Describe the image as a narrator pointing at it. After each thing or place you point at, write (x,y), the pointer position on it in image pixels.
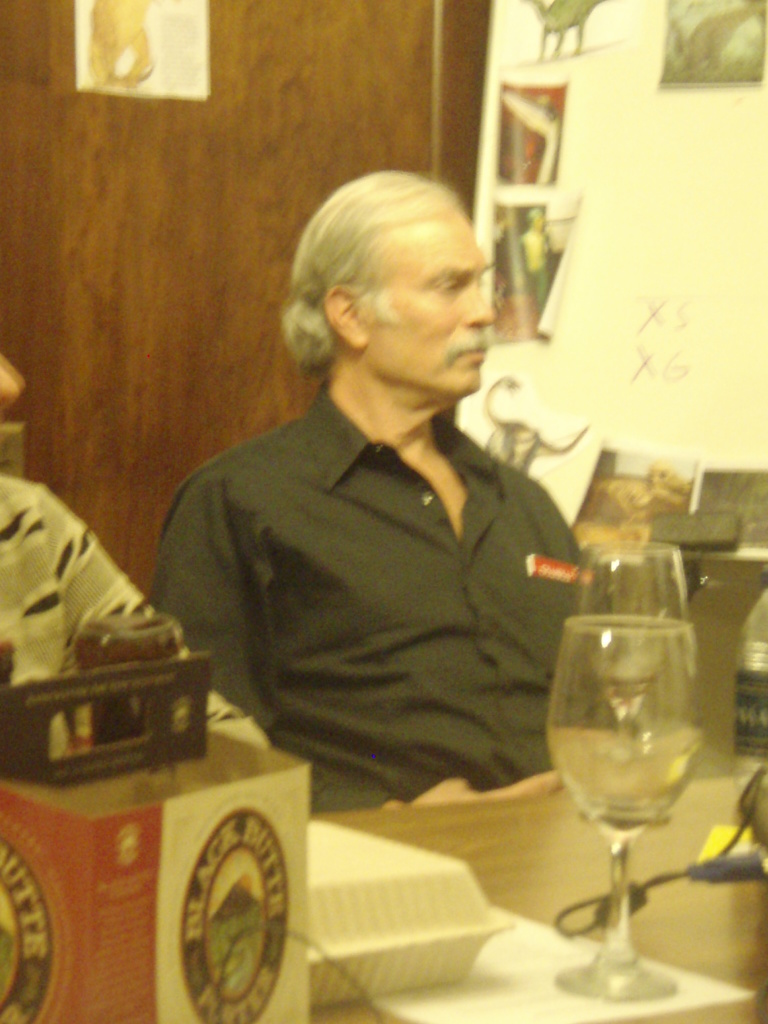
There is a cardboard box (227,818), glasses (684,670) and other items (427,856) on the table (579,814) in the foreground area of the image (577,800), there are men (209,539), posters (525,271), it seems like a wall (360,57) in the background (375,151).
